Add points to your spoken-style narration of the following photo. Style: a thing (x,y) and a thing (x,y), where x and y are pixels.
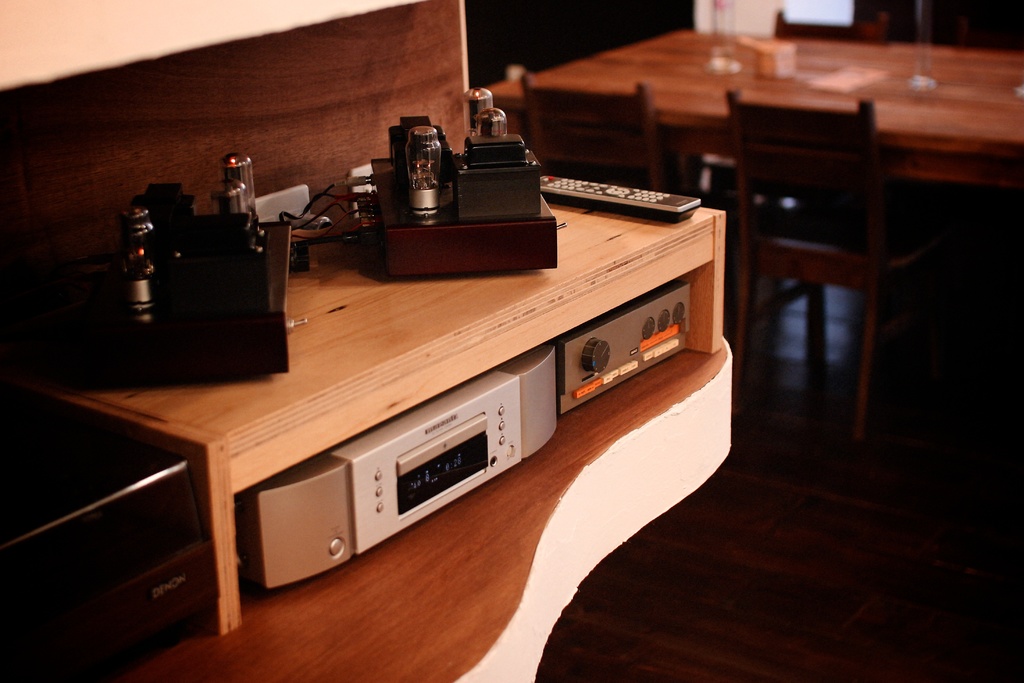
In the image there are many players (532,382), transistors (182,298) and electronic equipment (441,144) along with remote (628,200) on a table (472,517), in the back (900,144) there is a dining table (1011,86) with chairs (744,247) on wooden floor (668,650).
